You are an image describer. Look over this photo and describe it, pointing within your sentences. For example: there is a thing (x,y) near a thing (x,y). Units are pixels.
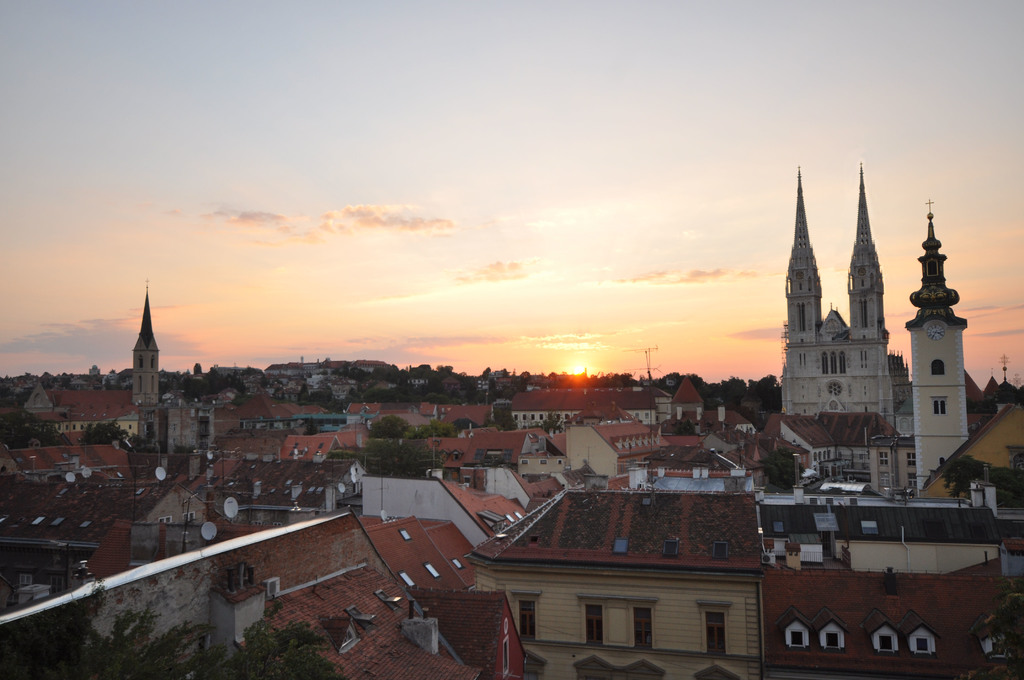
In the image there are plenty of houses (333,533) and few churches (154,385) and in between the houses (472,464) there are few trees (947,481). In the background (561,366) there is a sunrise (575,372).
